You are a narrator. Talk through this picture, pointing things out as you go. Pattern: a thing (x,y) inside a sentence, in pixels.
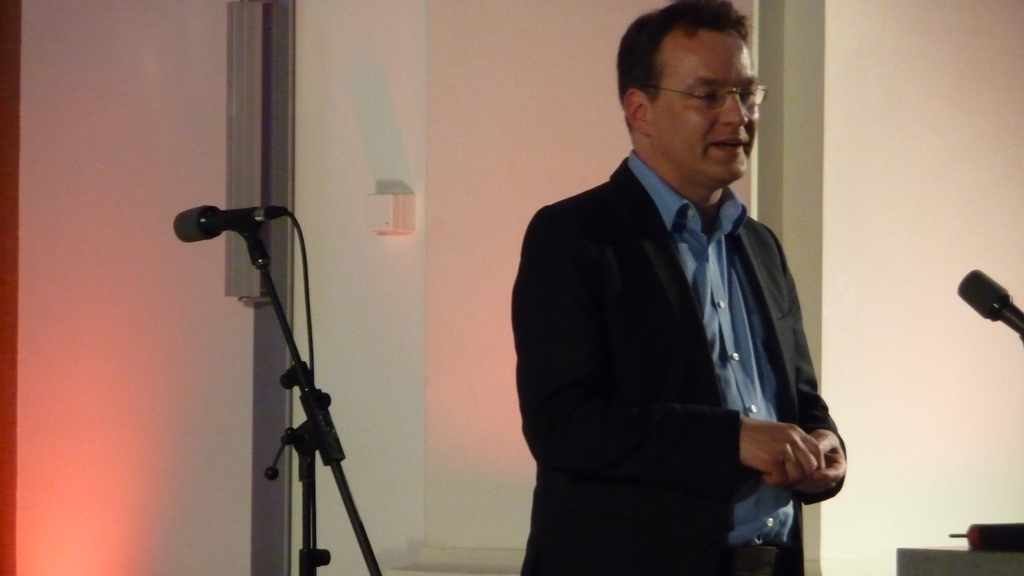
In this image we can see a person (708,299) wearing blue color shirt (750,345), black color suit (714,428), also wearing spectacles (689,91) standing and there are microphones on right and left side of the image (286,323).
